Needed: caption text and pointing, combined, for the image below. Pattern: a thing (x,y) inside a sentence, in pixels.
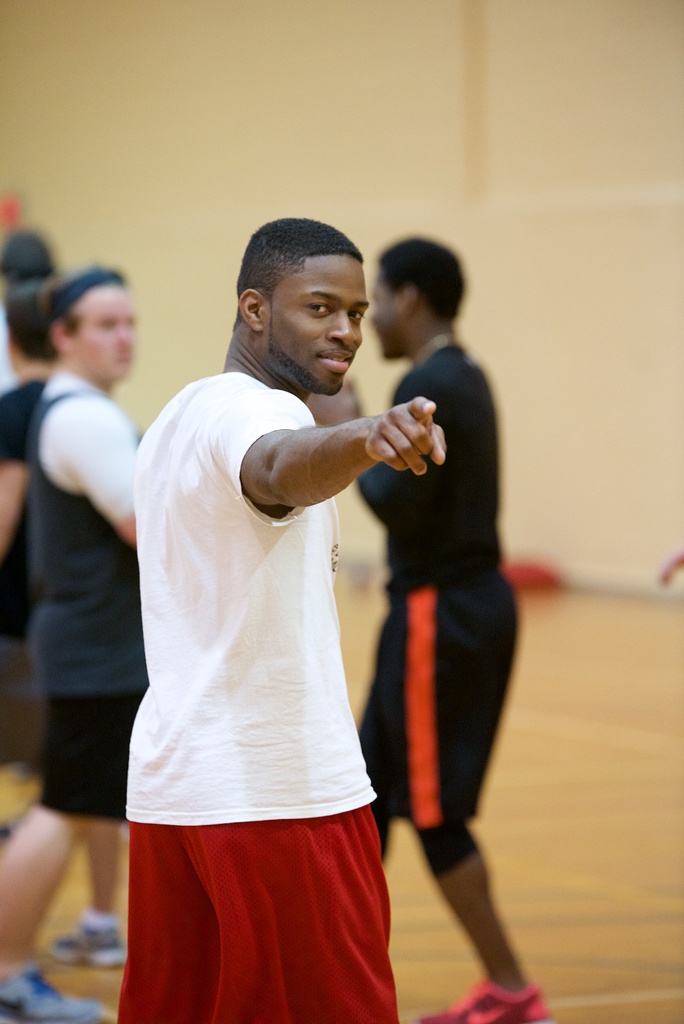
This picture is clicked inside. In the image we can see the group of persons (31,441) seems to be standing on the floor (630,749). In the background (318,90) there is a wall (197,74) and some other objects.
